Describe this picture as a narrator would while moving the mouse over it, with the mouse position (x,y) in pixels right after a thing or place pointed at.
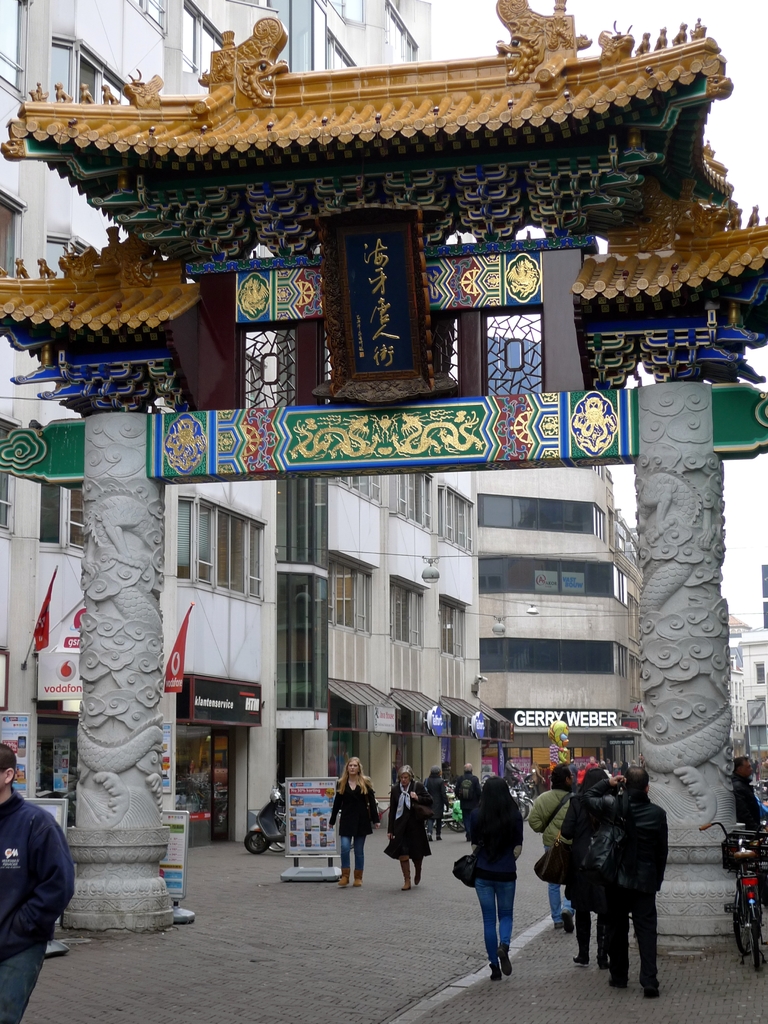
In this image I can see few persons (635,823) wearing bags (591,848) are standing on the road (401,954), a bicycle (748,850), two white colored pillars (704,858) and the arch (387,294) which is gold, green and blue in color. In the background (416,520) I can see few buildings (380,568), few boards (477,733), few flags (169,688), few persons (419,785) standing and the sky (765,124).
